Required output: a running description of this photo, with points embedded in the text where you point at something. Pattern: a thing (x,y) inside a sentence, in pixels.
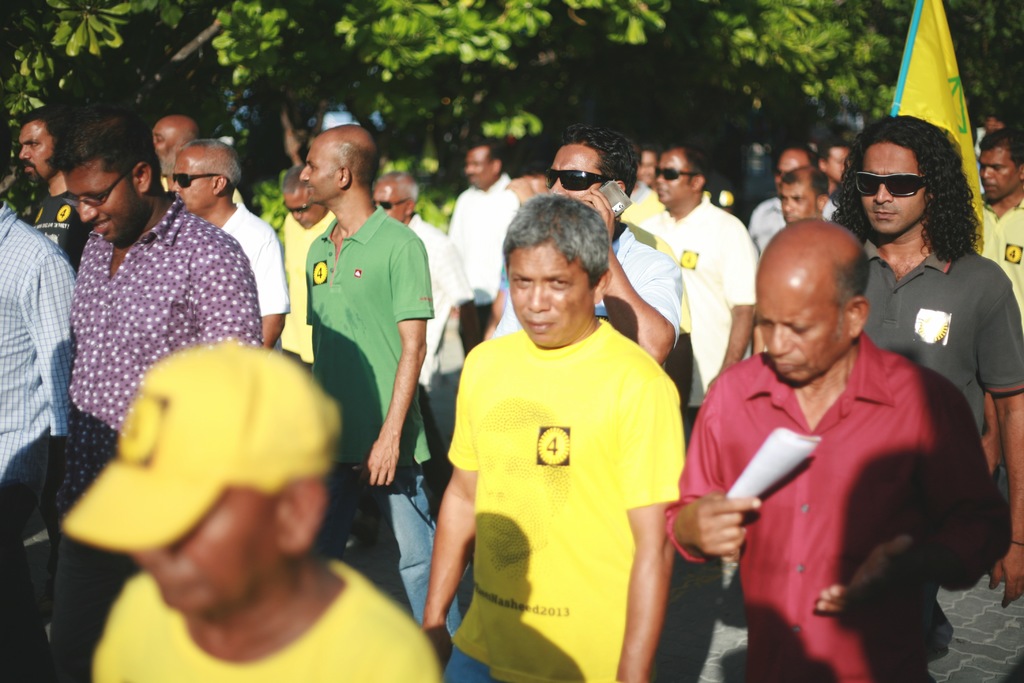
In this image, there are a few people (411,268). Among them, we can see a person (752,498) holding an object (768,460). We can see the ground (952,600) and a flag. In the background (637,66), we can see some trees (822,68).
